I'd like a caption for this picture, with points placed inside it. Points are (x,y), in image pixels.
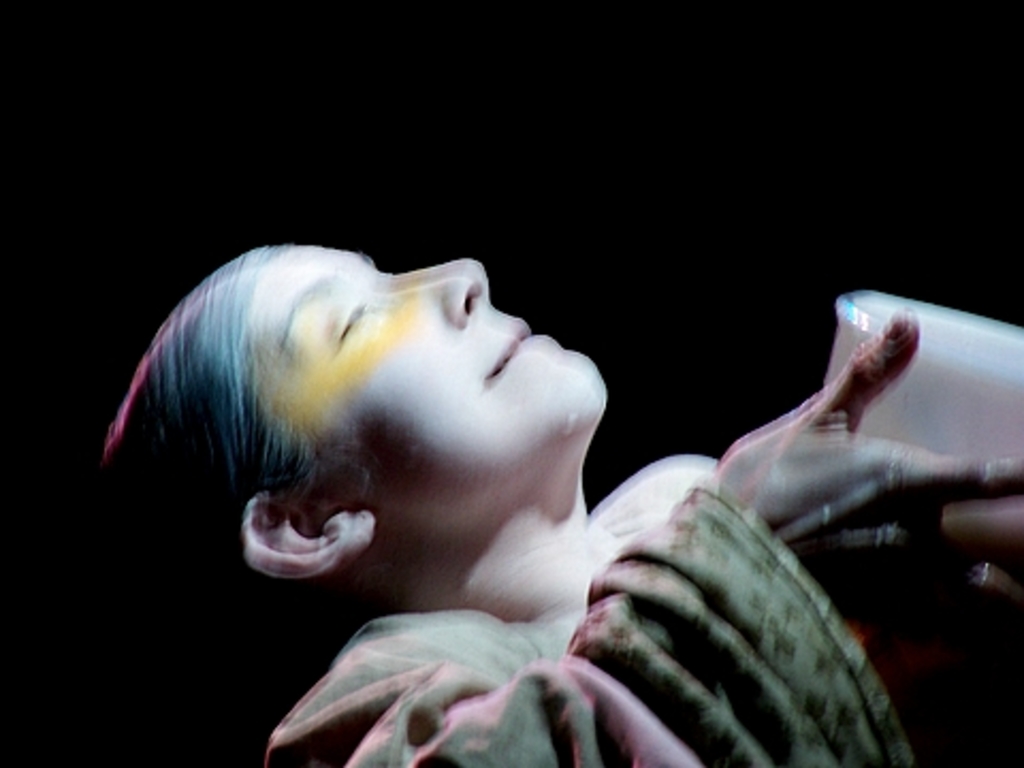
In this image we can see a person (447,501) holding some box (928,418) in her hands (753,495).
